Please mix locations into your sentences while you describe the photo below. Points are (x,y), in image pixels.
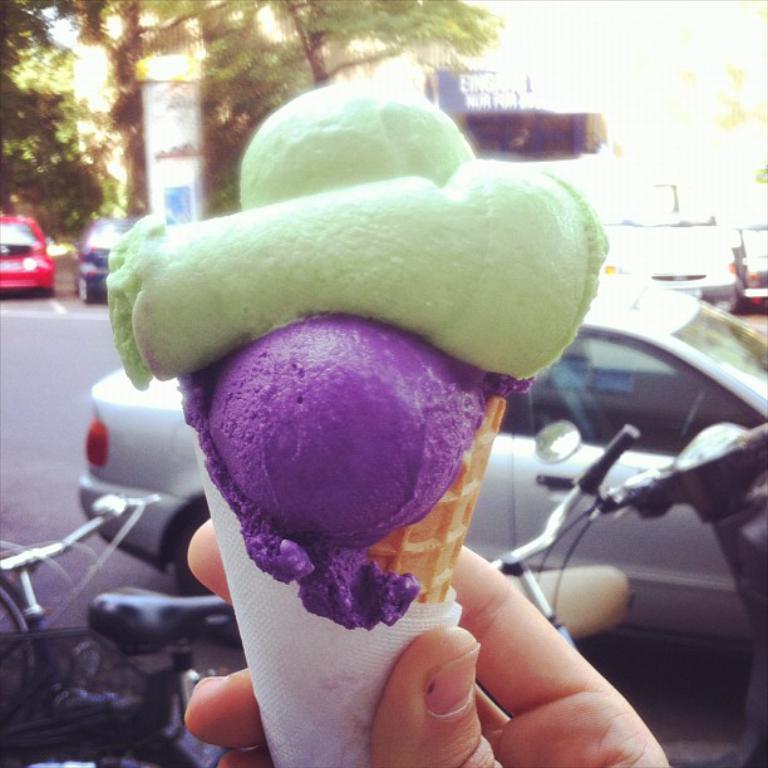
In this image at the bottom (413,686), there is a person hand (383,691) holding a cone ice cream (367,569) and tissues (289,691). In the middle (493,503) there are cars (543,405), cycles (749,551), trees (212,79), buildings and road (42,360).
